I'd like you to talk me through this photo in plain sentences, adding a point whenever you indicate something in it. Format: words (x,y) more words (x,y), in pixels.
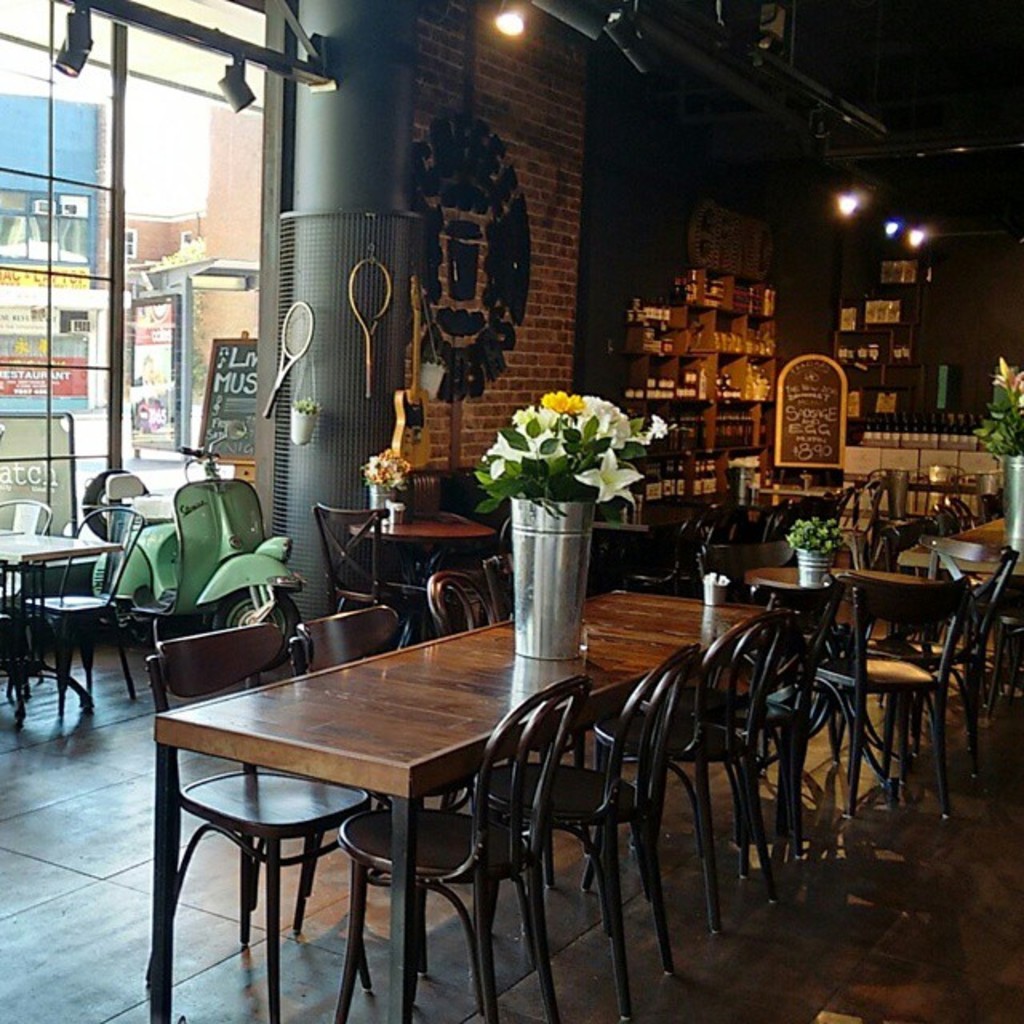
In this picture we can see a few flower vases (1013,503) and other things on the tables (324,683). There are a few chairs (349,590) visible on the ground (40,965). We can see a vehicle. There is some text (223,360) visible on the boards (817,390). We can see the rackets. There are a few objects (682,299) visible on the shelves (698,414). We can see some bottles (916,436) and lights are visible on top. There is some art (498,198) visible on a brick wall (573,198). We can see a few glass objects (167,374). Through these glass objects (86,349), we can see some things (68,325). There is a building (205,222) visible in the background (237,200).
